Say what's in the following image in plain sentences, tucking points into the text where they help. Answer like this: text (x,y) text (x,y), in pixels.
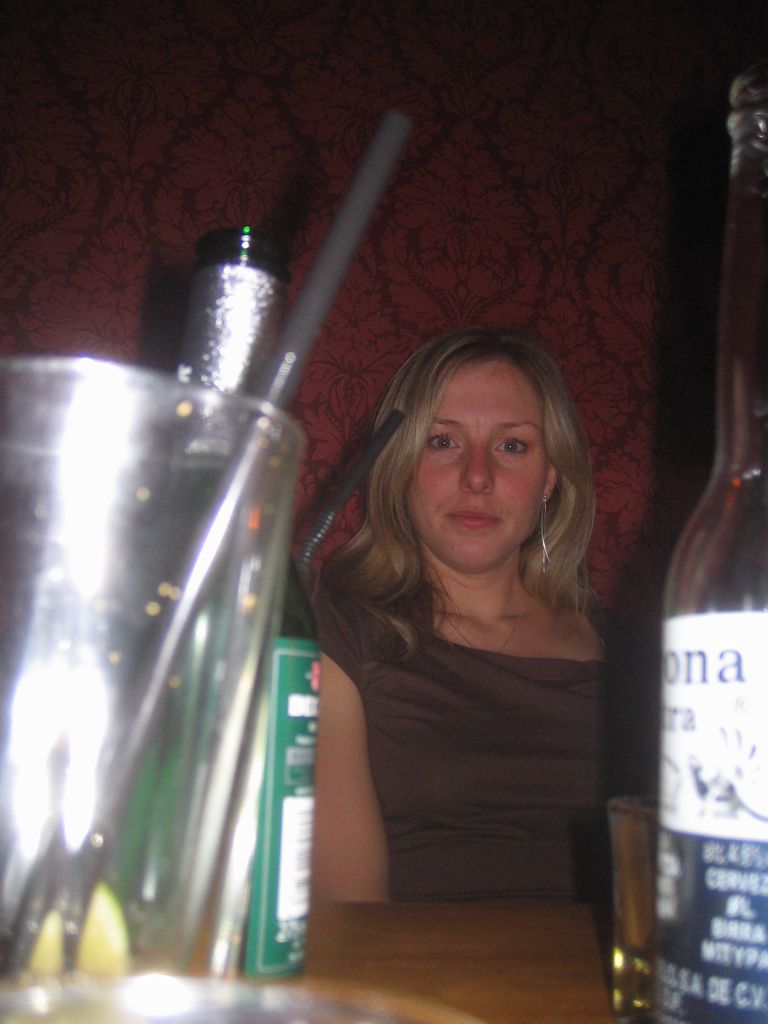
In this picture i could see a woman (463,531) in the background (475,157) and a red colored wall (478,176) and in the foreground (138,886) i could see a glass (151,740) and in that glass (99,747) there is a black colored straw (317,294) and at the back of the glass (207,399) there is a beer bottle (229,306) and to the right of the picture (710,874) there is a bottle (723,400) and beside the bottle (693,834) there is a glass (617,957).
